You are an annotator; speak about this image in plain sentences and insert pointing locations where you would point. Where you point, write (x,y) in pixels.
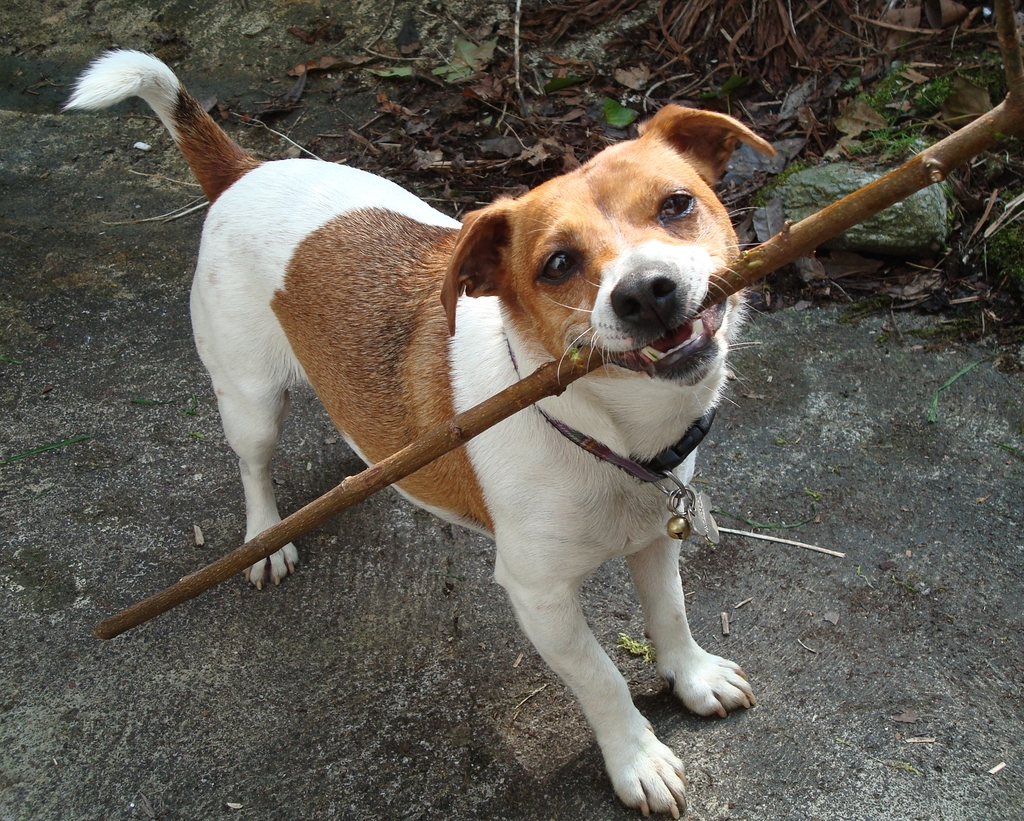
In the picture, there is a dog (336,416) it is holding a wooden stick (765,273) in it's mouth (644,358), there is a belt (658,467) around the dog's neck (533,427) and there is a small bell (683,534) attached to the belt (669,455).
